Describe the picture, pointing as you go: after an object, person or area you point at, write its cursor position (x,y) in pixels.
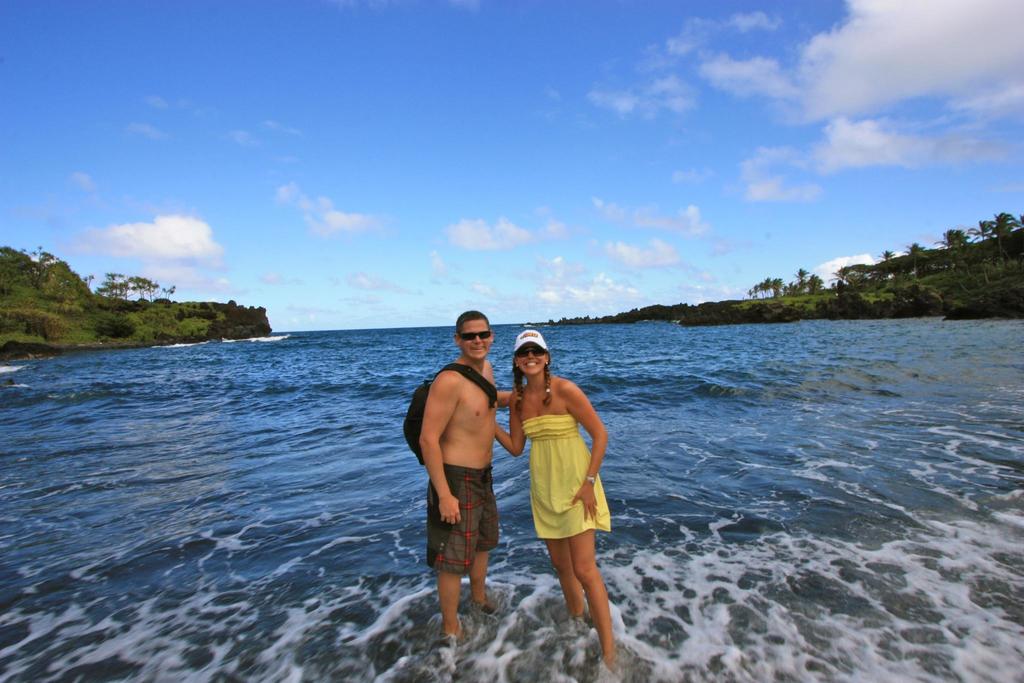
In this image there is men (488,451) and women (571,491) standing in the seashore (368,600), on either side of the sea (809,362) there are trees (113,332) and in the top (635,154) there is blue sky (395,206).
